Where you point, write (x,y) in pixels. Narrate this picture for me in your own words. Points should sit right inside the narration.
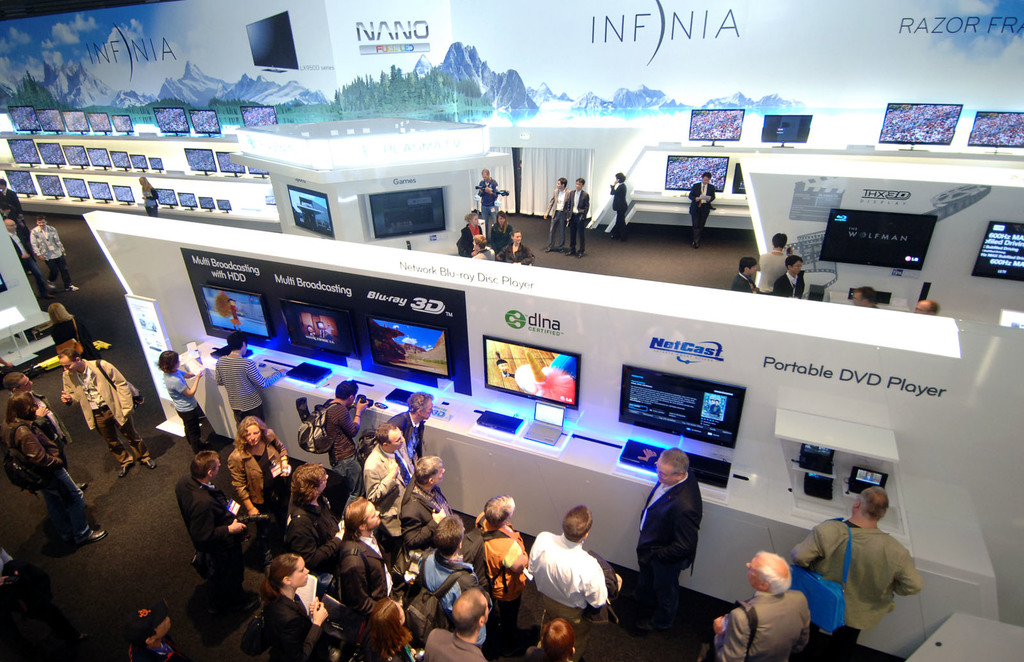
In this picture there is a group of men (562,576) and women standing and listening to the person (661,515) who is wearing a black color coat (656,508) and explaining about the television (567,394). Behind there is a white color wall (935,535) with the LCD TV (667,406) attached on it. On the left side of the image (214,145) there is a white rack (22,164) with many televisions (126,120). In the background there is a white and blue big banner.
